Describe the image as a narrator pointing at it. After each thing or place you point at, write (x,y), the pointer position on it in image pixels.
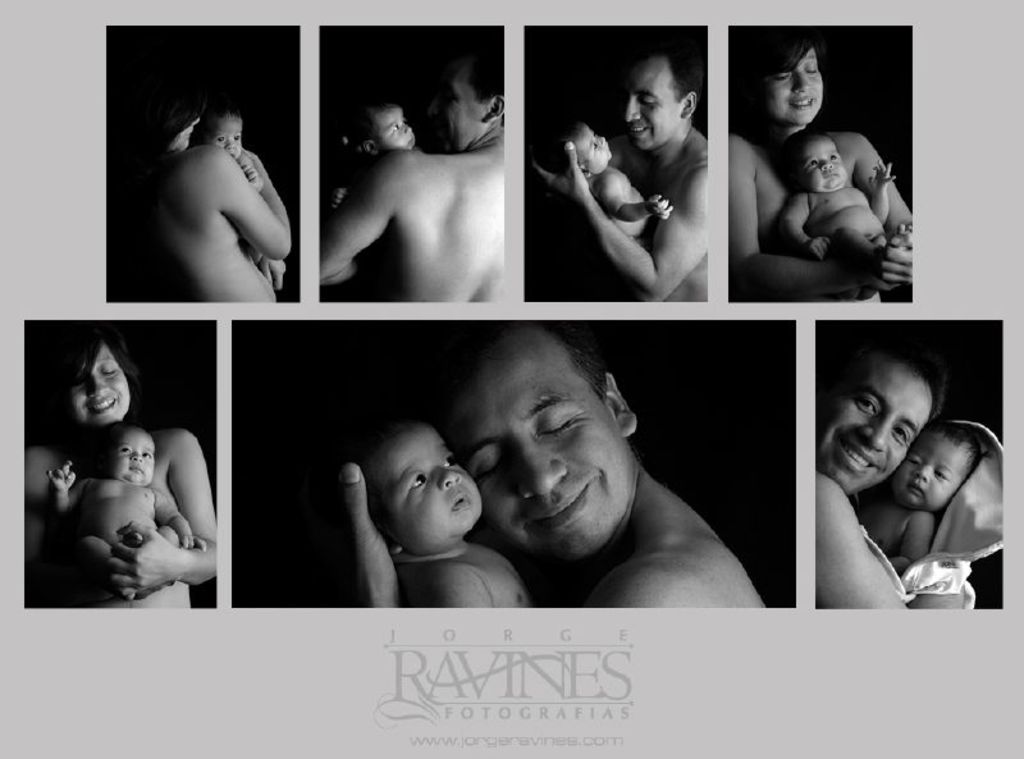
This picture is a collage of seven images. In these images I can observe a man (500,207) and woman (737,261) holding a baby (831,204) in their hands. In the bottom of the picture (492,636) I can observe watermark (522,742). These images are black and white images.
